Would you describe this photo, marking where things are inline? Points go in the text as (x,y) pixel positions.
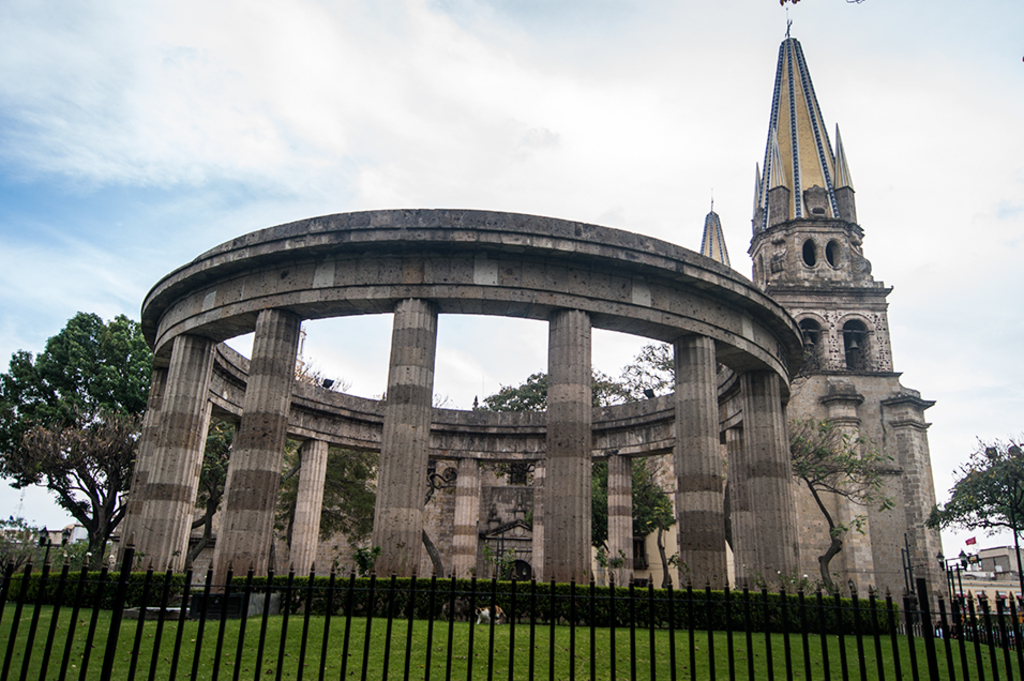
In this image, there are buildings (818,529) and an architecture (452,425). Behind the architecture (317,498) there are trees (875,489). At the bottom of the image (141,674), I can see iron grilles (429,651), hedges (776,626) and grass (418,621). In the background (455,99) there is the sky (877,190).
